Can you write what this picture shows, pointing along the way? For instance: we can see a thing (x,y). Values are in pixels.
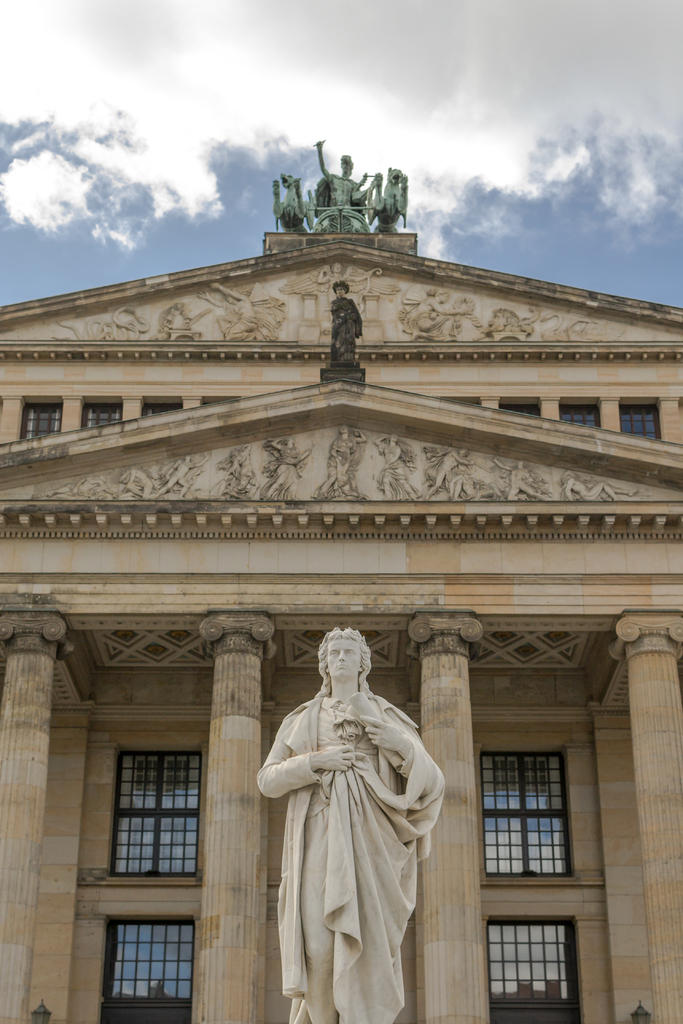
In the center of the image (343,677) there is a statue (329,969). In the background (302,448) we can see building (292,532), sky (164,214) and clouds (209,111).
